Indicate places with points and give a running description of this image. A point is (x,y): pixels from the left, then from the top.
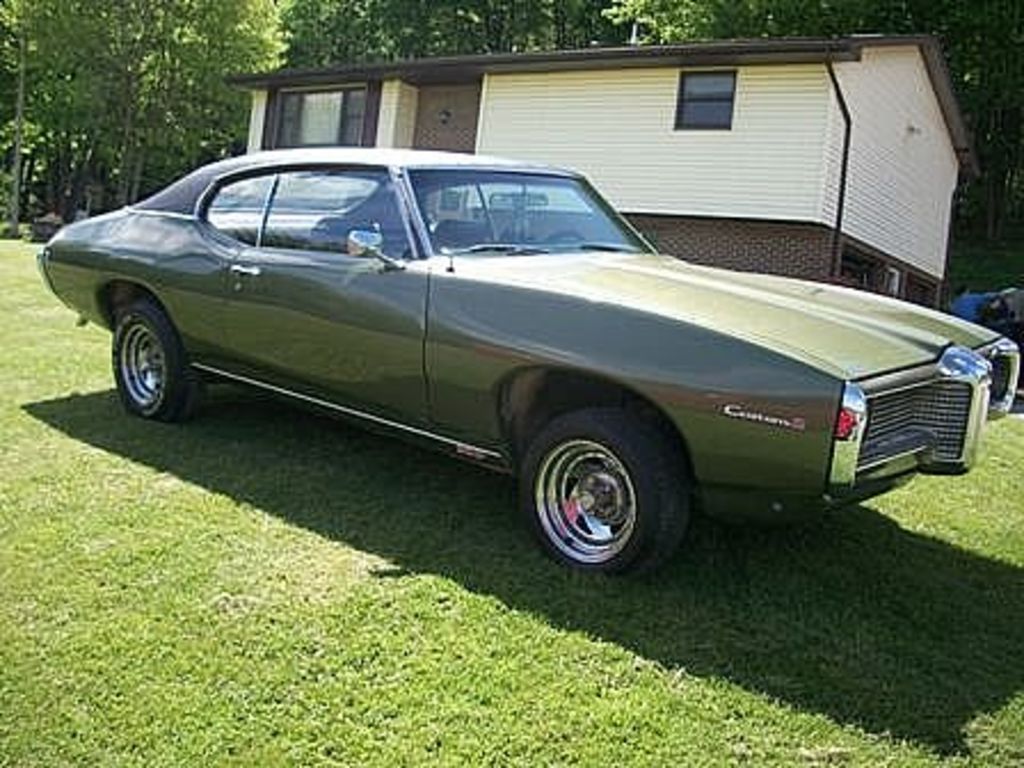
In this image there is a car (291,325) parked on the surface of the grass (36,659) in front of a house (563,156), behind the house (424,132) there are trees (133,97).
